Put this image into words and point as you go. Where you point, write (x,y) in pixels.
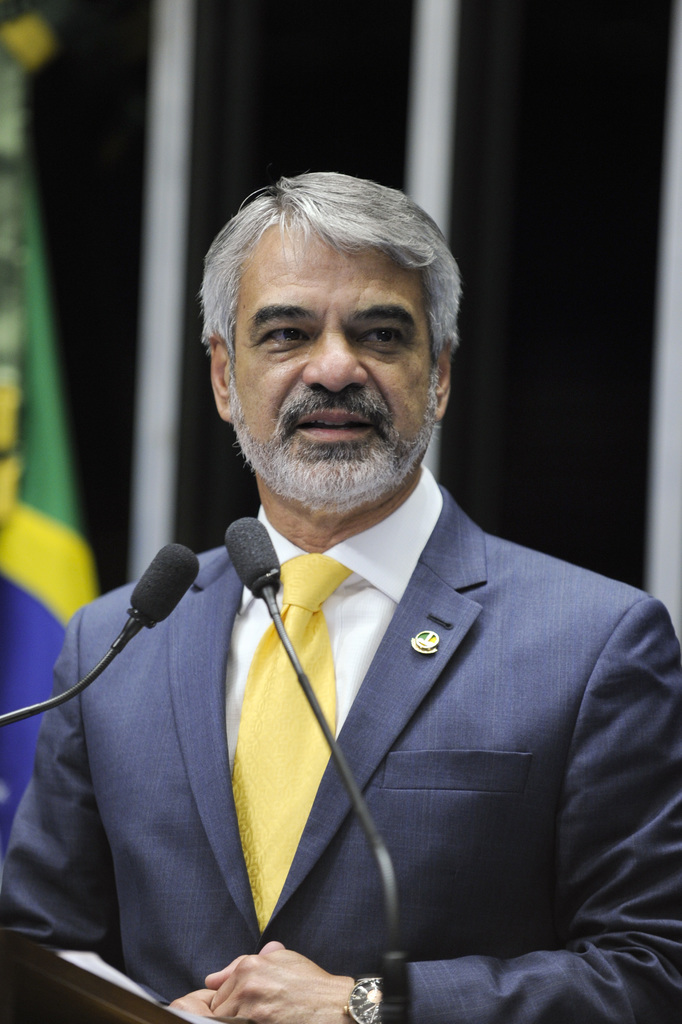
In this picture I can see a man (425,596) is standing in front of microphones (113,654). The man (199,685) is wearing suit (199,685), tie (309,623), shirt (339,554) and watch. In the background (165,184) I can see flag (24,461) and wall (230,121).
